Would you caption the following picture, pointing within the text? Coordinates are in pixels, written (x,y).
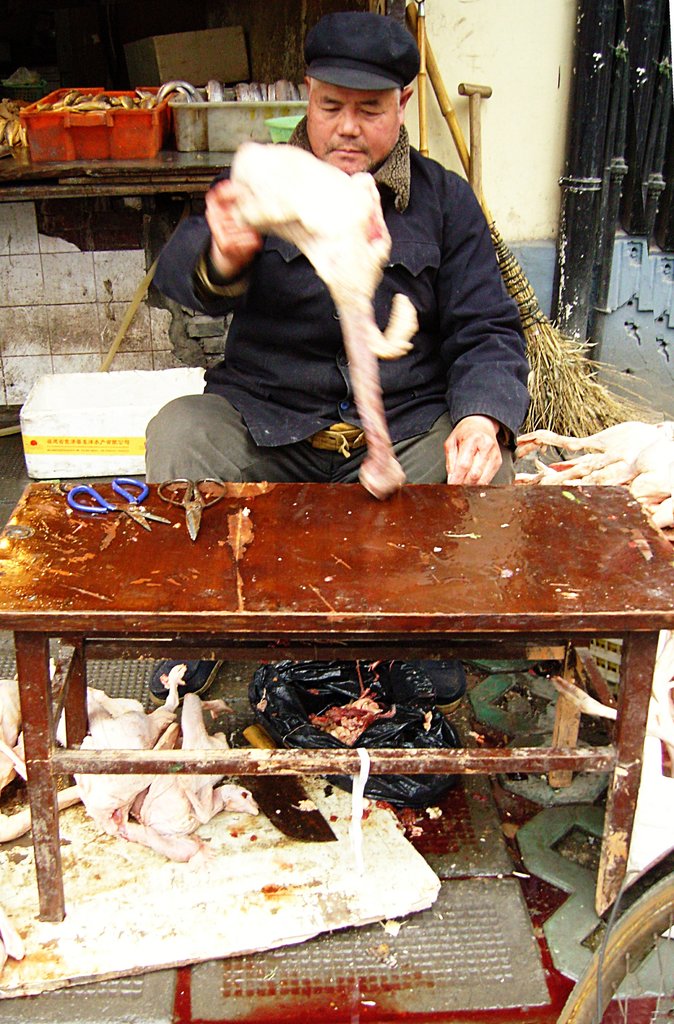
In this image I can see persons (274,323) visible in front of table (284,508), on the table (158,511) I can see scissors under the table (212,754) I can see a chicken (118,807) and plastic cover (274,705) and person (269,248) holding a chicken piece (359,204) and back side of person (387,216) I can see there are boxes (68,134) kept on table (161,176), on right side (591,379) I can see sweeper (541,316) visible on the right side (531,317).
